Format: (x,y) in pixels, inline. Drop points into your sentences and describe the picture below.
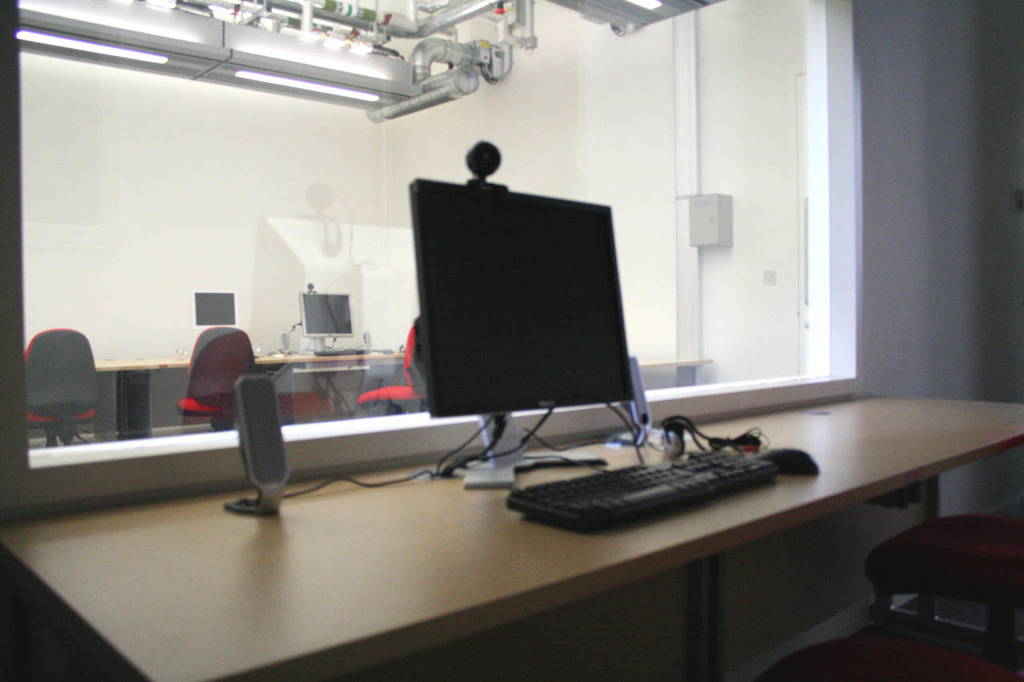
We can see monitor (453,391), mouse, keyboard (679,489), cables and objects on the table (648,544) and we can see chairs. We can see glass (659,195) and wall (672,178), through this glass (406,255) we can see monitor (313,336) and objects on the table (301,357) and chairs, at the top we can see lights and rods (439,46).
